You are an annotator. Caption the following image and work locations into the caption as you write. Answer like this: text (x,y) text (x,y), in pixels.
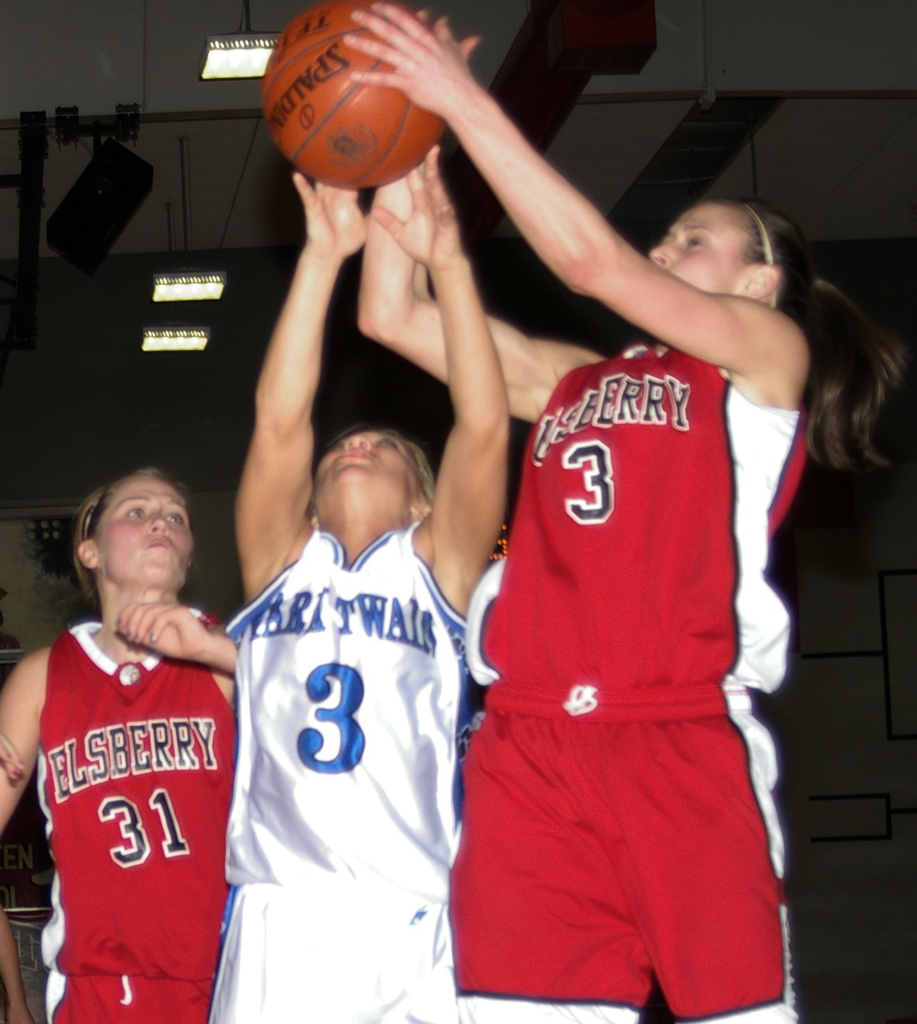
This image consists of three women (307,610) playing basketball (384,133). They are wearing jerseys (360,750). At the top (157,131), there is a roof (168,138). The jerseys (602,681) are in white and red color.
